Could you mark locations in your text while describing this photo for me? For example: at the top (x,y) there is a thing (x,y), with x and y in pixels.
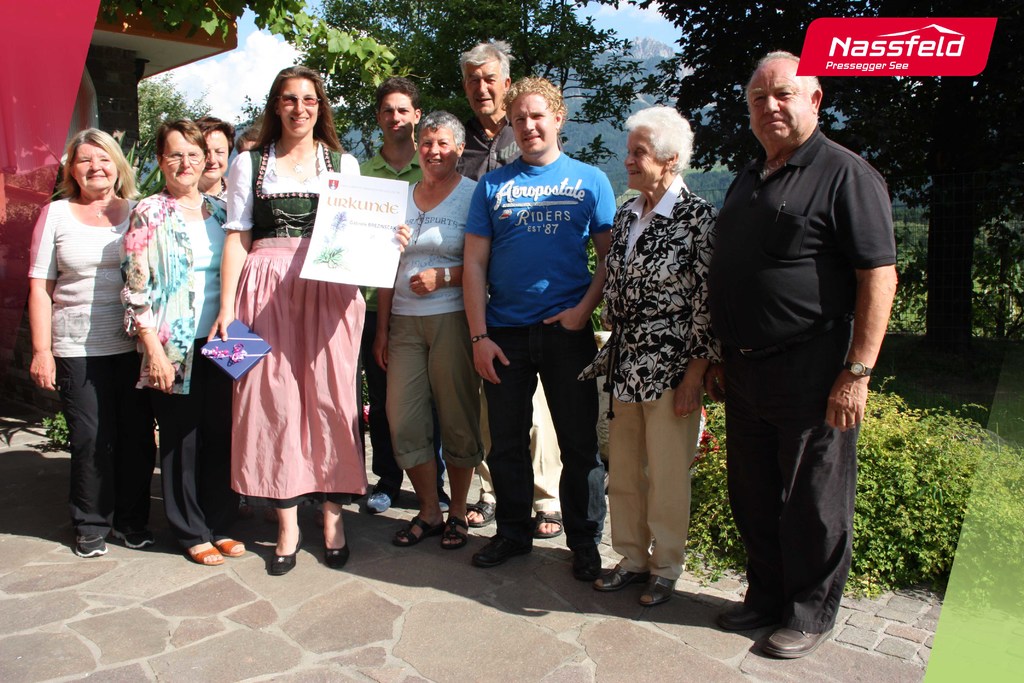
In the middle of this image (401,413) few people (521,329) are standing, smiling and giving pose for the picture. The woman (259,131) who is in the middle (343,442) is holding a gift (236,341) and a paper (355,225) in the hands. On the left side (139,45) there is a building (102,96). In the background (912,554) there are many plants (898,496) and trees (957,162). At the top of the image (607,28) I can see the sky (255,59). In the top right-hand corner (862,44) there is some text (907,55).
